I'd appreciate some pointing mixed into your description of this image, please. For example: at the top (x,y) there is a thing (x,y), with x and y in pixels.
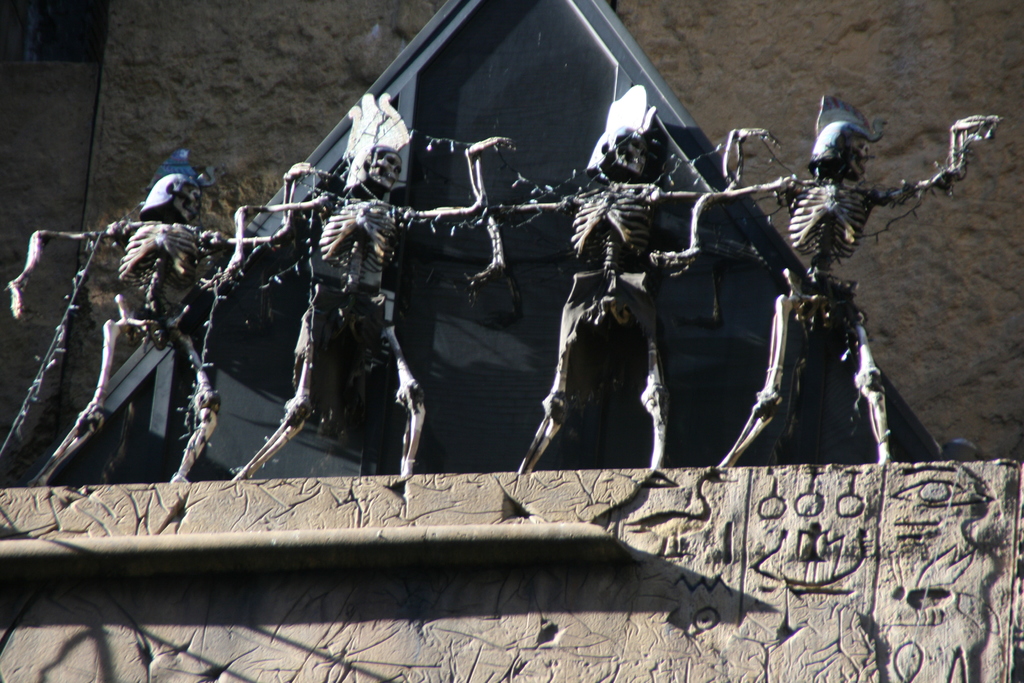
In this image we can see some skeletons (822,234). In the background of the image (415,198) there is a wall (978,86) and an object (407,324). At the bottom of the image (445,576) there are some carvings (929,568) on the wall (574,578).
